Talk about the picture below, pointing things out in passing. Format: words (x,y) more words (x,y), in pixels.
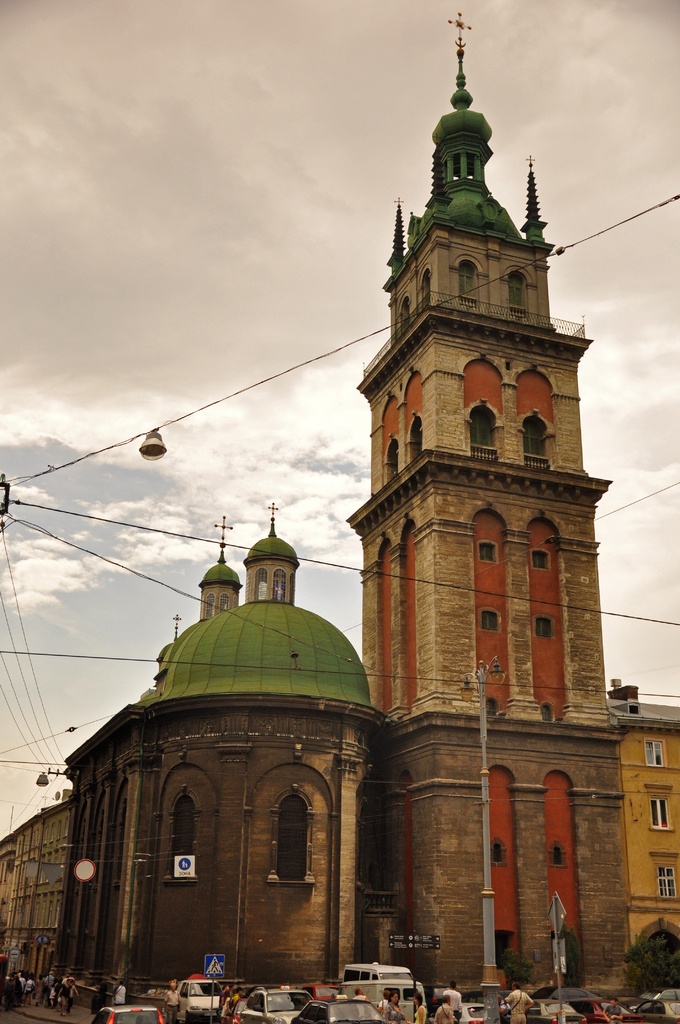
This picture is clicked outside the city. At the bottom of the picture (372,972), we see the cars (408,1000) and the people (396,996) are standing. We even see a pole (213,997). In the middle of the picture (306,639), we see a church (440,730). Behind that, we see the buildings (42,847). On the right side (665,968), we see a tree (647,961) and a building (658,801) in yellow color. On the left side (50,770), we see the street lights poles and wires (9,560). At the top (177,226), we see the sky (194,325) and the clouds (206,530).
